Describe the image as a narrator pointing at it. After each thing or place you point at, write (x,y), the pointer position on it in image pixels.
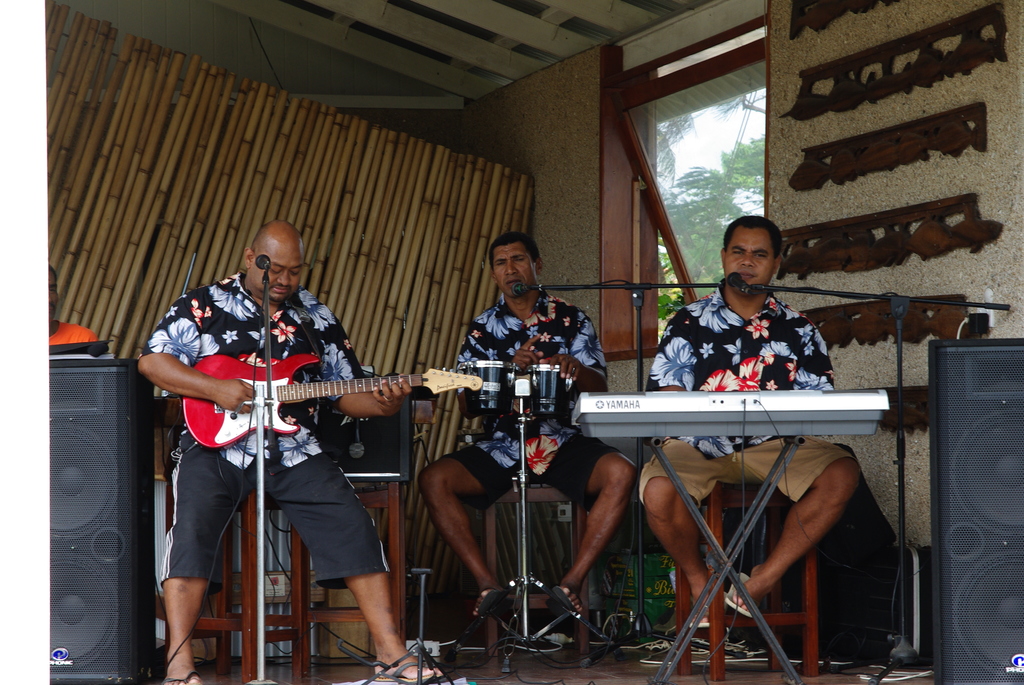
There are some people (427,680) sitting on the chair (401,532) and there is a piano (764,418) and there are speakers (66,456) and in the background (562,262) there is a wall (983,166) of brown color and some sticks (101,161) which is laying on the wall (400,201).
